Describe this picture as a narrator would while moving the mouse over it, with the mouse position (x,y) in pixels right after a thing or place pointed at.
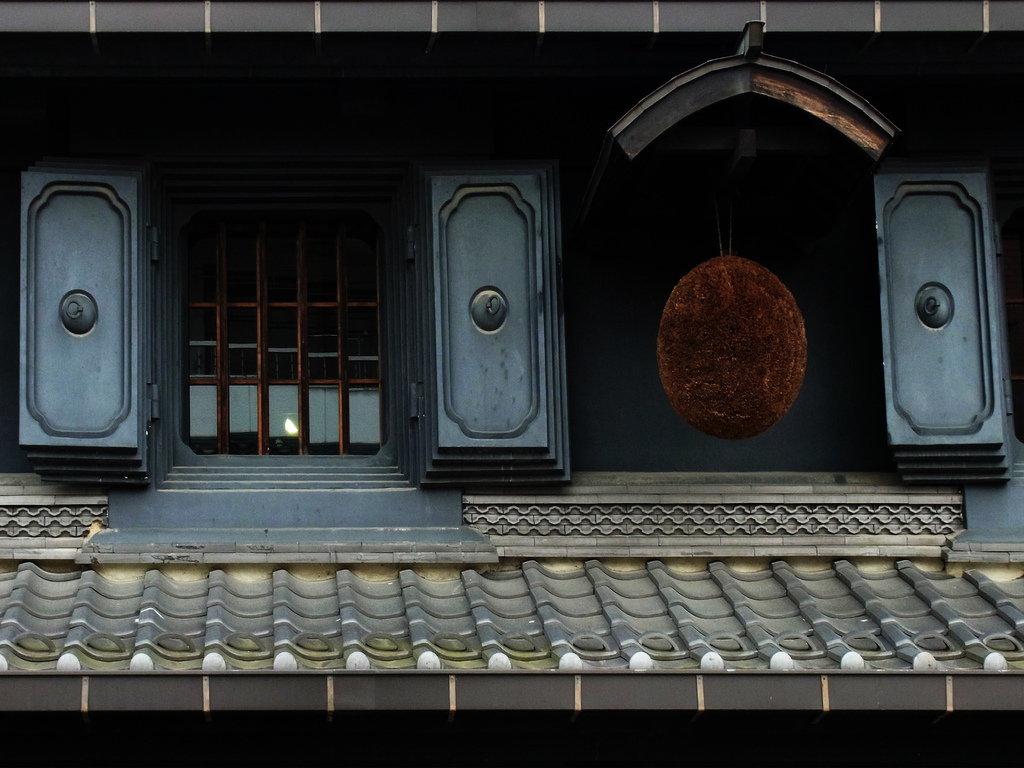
In this image at the bottom of the image (576,610) there is roof (694,602), and in the center (352,484) there is a window (331,297) and blinds (930,317) it seems like a building (439,420).
